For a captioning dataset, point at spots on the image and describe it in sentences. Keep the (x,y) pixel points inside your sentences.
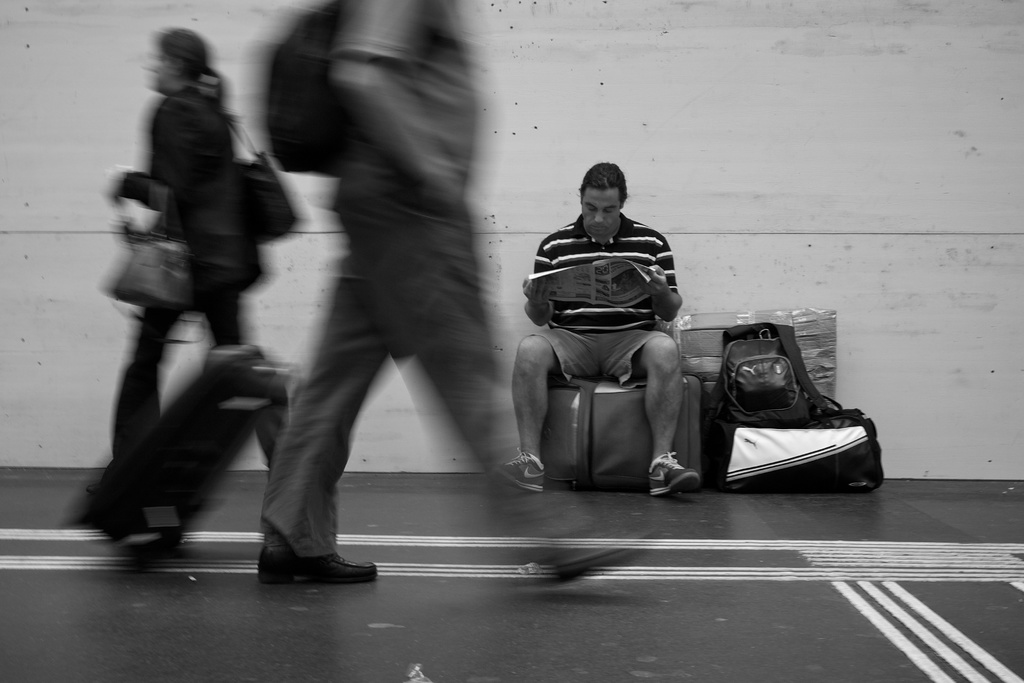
In this picture, In the middle (405,228) there is a man (394,168) walking and he is holding a bag (214,459) which is in black color, In the left side (219,241) there is a woman (219,208) walking, In the right side (697,466) there is a man (603,345) sitting on the bag (621,408), In the background (852,144) there is a white color wall (751,123).
